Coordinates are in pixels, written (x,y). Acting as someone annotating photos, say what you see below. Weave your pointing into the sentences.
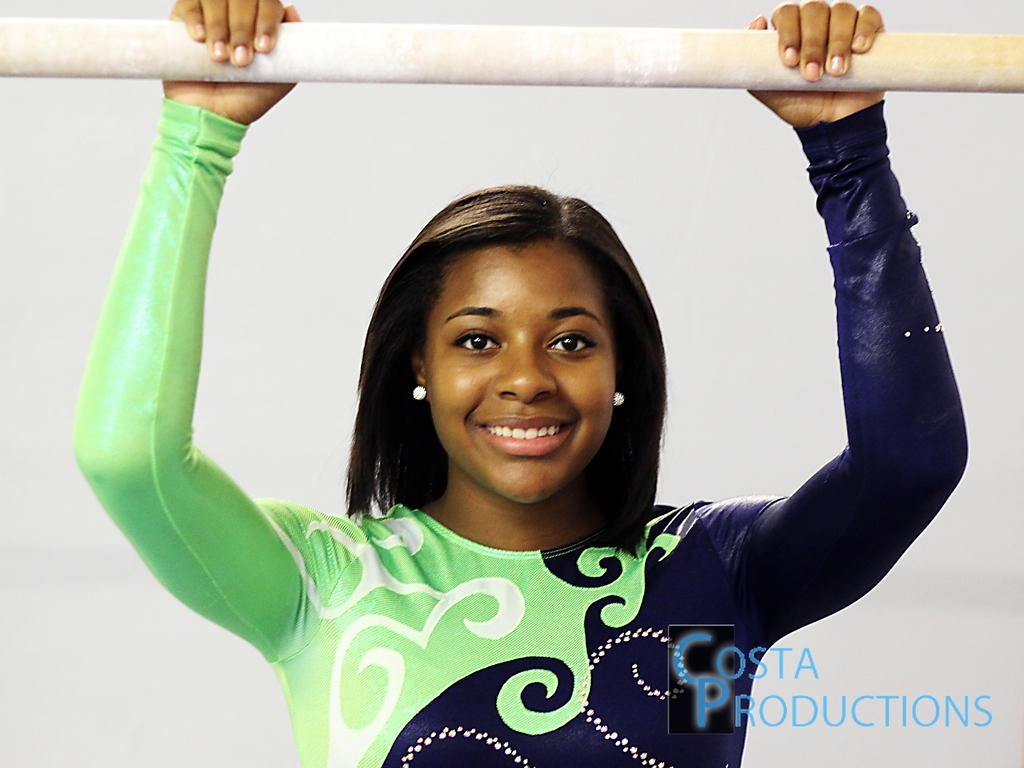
In this image there is a woman (533,558) holding a stick (717,71) in her hand (789,8). Background (907,157) is in white color. Right bottom there is some text (808,699).
